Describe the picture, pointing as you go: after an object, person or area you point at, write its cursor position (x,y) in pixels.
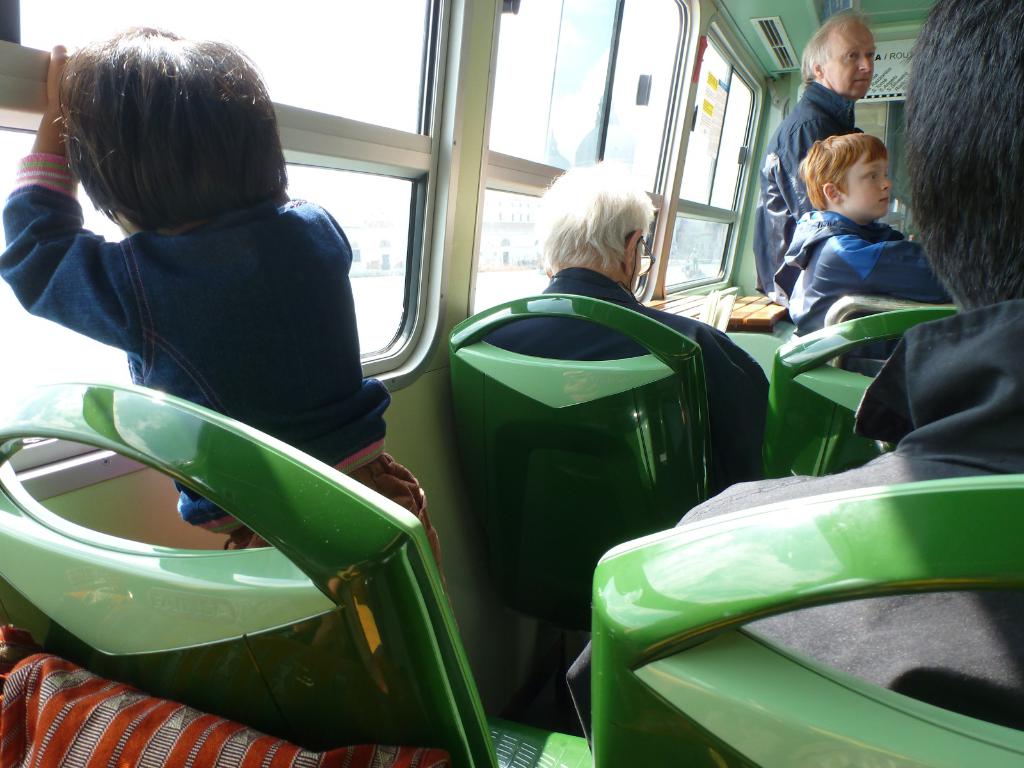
In this image I can see the interior (531,543) of the vehicle (408,370) and few persons (730,478) sitting on chairs (785,369) which are green in color and a child (304,315) is standing. I can see few windows (358,175) of the vehicle (379,159) through which I can see few buildings (488,227), the sky (331,173) and the water (383,297).
